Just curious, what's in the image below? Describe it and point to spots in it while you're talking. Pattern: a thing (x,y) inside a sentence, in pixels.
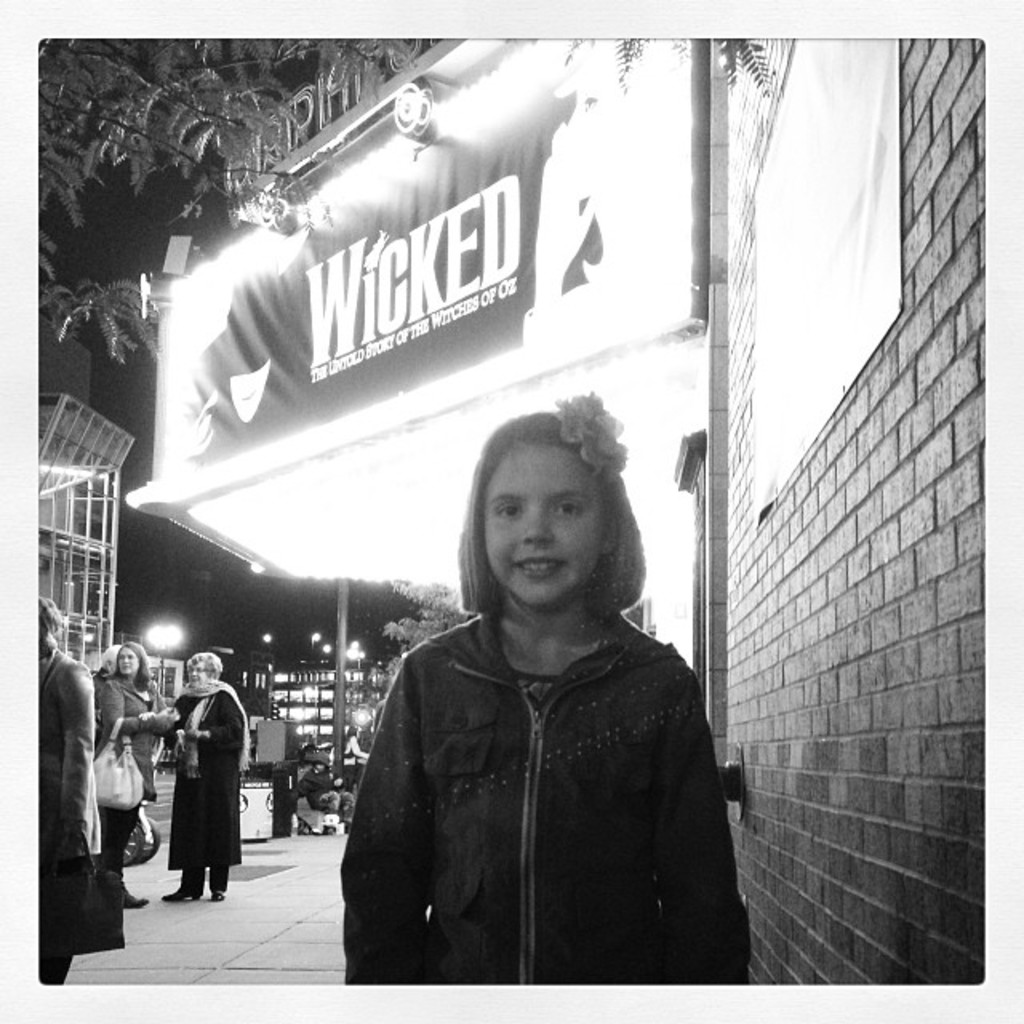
This image is a black and white image. This image is taken outdoors. In the middle of the image (638,664) there is a girl (495,610) with a smiling face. At the bottom of the image (197,916) there is a floor (185,928). On the right side of the image (963,176) there is a wall (829,541) and there is a board (320,315) with a text (320,315) and an image (575,243) on it. On the left side of the image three people (72,898) are standing on the sidewalk (300,843). In the background (320,683) there are a few buildings (320,683) and poles (338,683) with street lights (165,642). At the top of the image (151,132) there is a tree (145,119).
